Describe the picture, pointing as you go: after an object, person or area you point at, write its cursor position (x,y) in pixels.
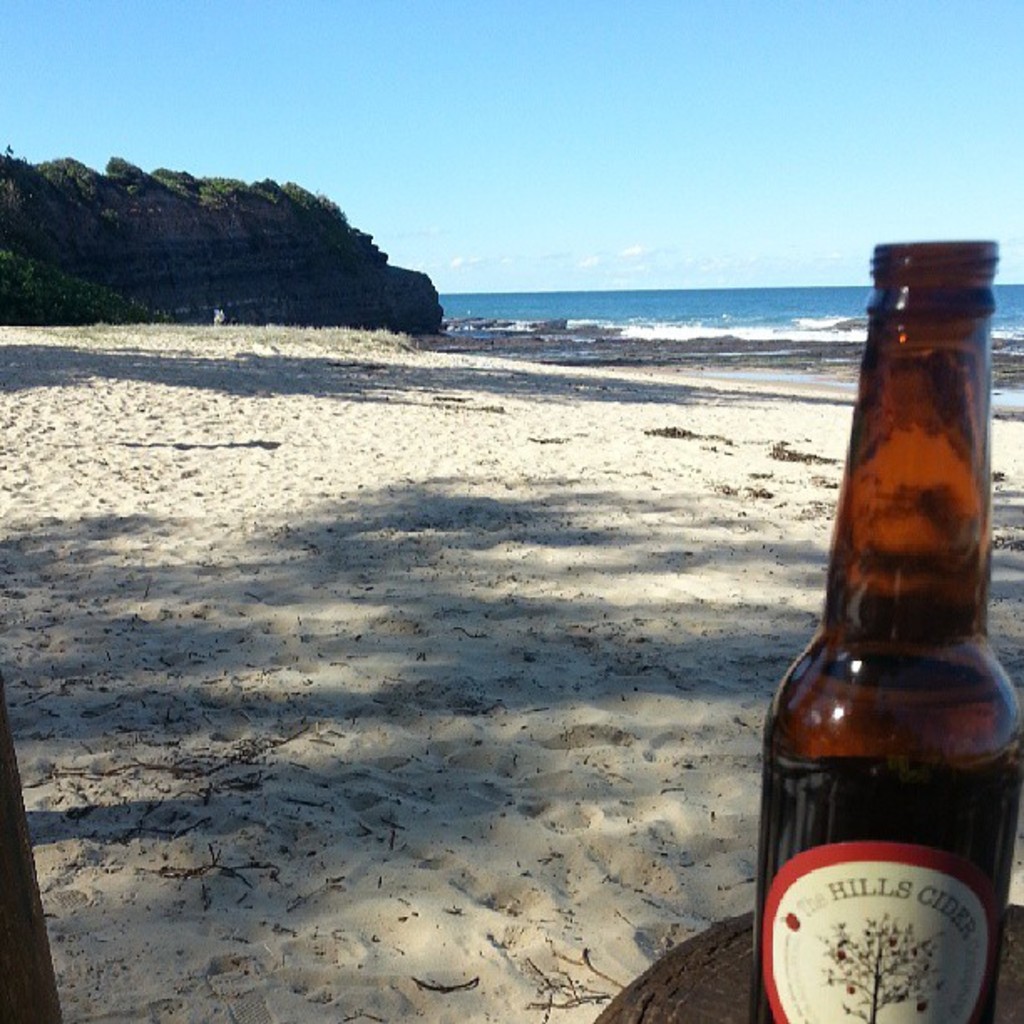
In this image I can see a bottle (758,960), sand (462,513), water (577,307) and clear view of sky (536,102).
